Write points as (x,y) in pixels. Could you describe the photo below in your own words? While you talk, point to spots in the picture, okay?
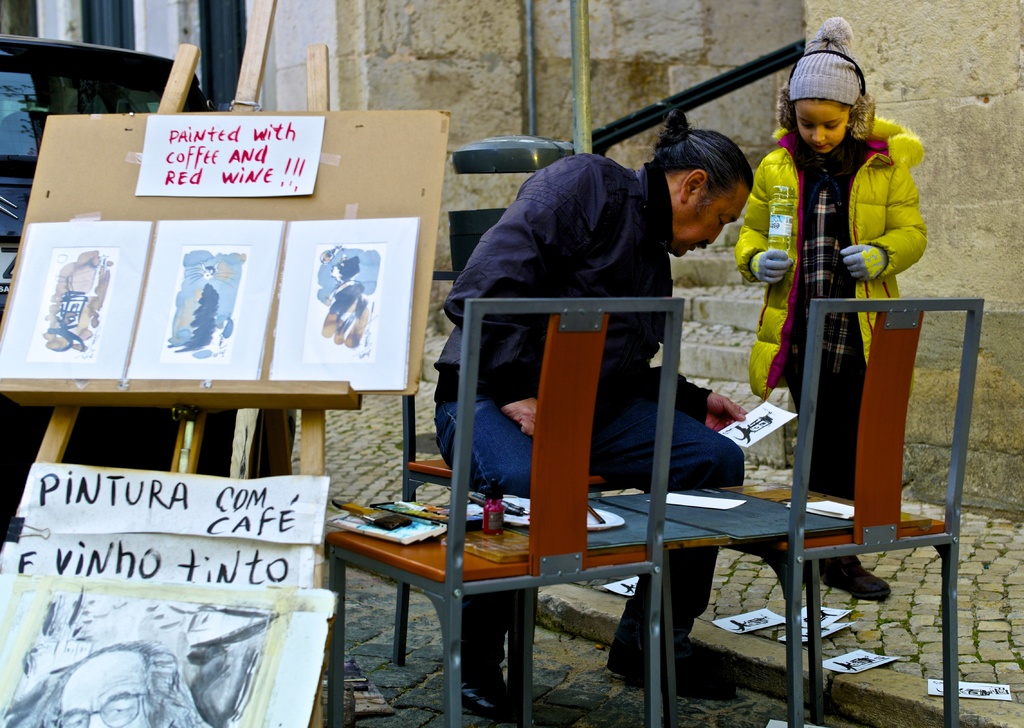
Here there are chairs (537,490) a person (468,620) is sitting on the chair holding an image (757,424) and right side of an image (772,369) there is a girl (801,319) standing over here she wear a rain coat (800,244) behind her there are stairs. Coming to the left side (333,259) there are images (253,346) behind this there is a vehicle (28,114).
